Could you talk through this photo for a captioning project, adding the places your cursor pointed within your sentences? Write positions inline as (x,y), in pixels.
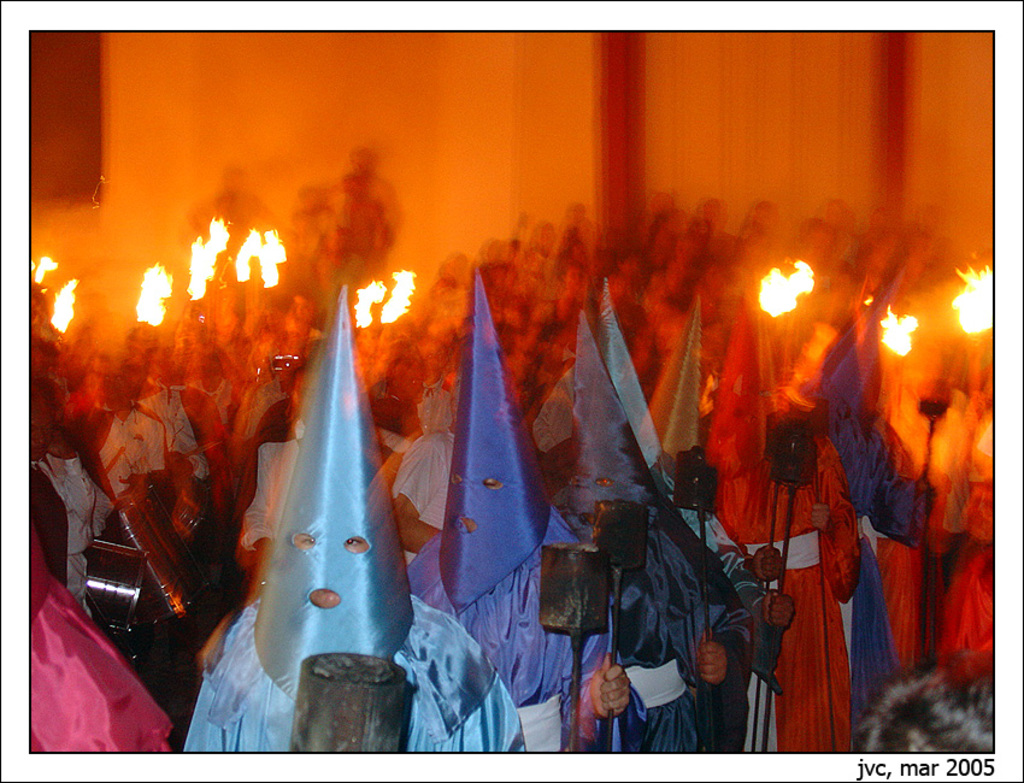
In the image we can see there are people (515,519) around, standing, wearing clothes (467,634), hat (337,528) and holding objects (585,623) in hands (616,665). Here we can see musical instrument (89,568), flame (154,292) and the background (163,190) is blurred. At the bottom right (923,765) we can see watermark (898,763).
